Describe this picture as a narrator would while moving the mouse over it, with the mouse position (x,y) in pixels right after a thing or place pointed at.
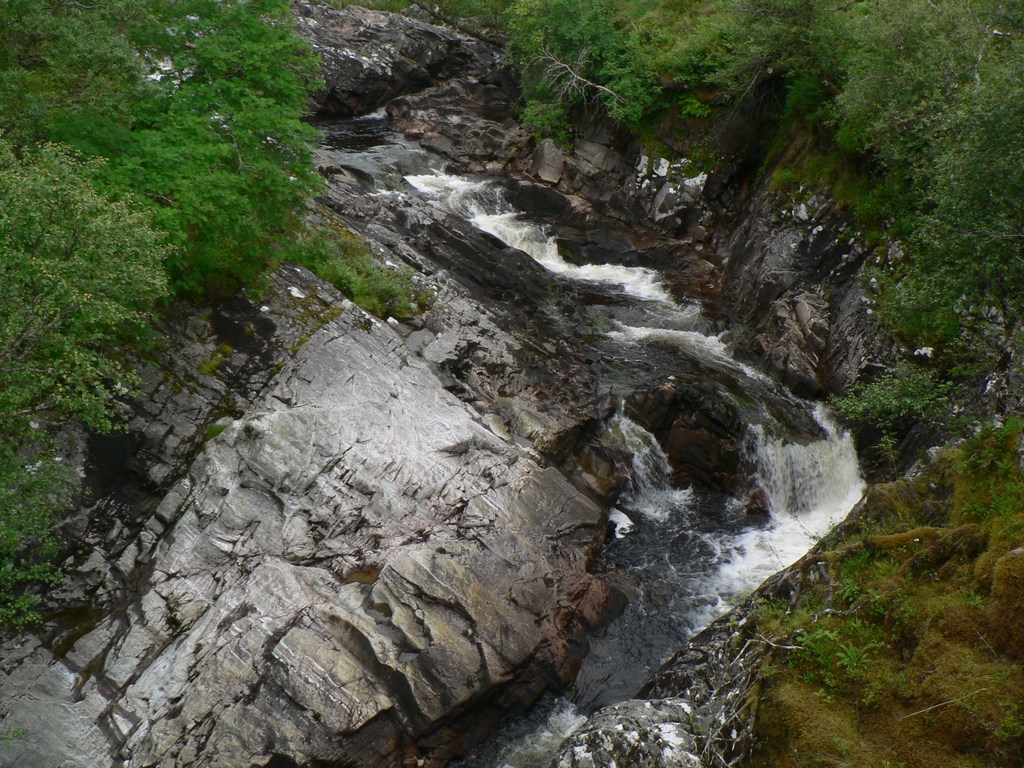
In this image I can see the hill (467,244) and I can see grass (833,128) visible on the hill (111,517) and I can see water falls (572,271) visible on the stream (418,154).
